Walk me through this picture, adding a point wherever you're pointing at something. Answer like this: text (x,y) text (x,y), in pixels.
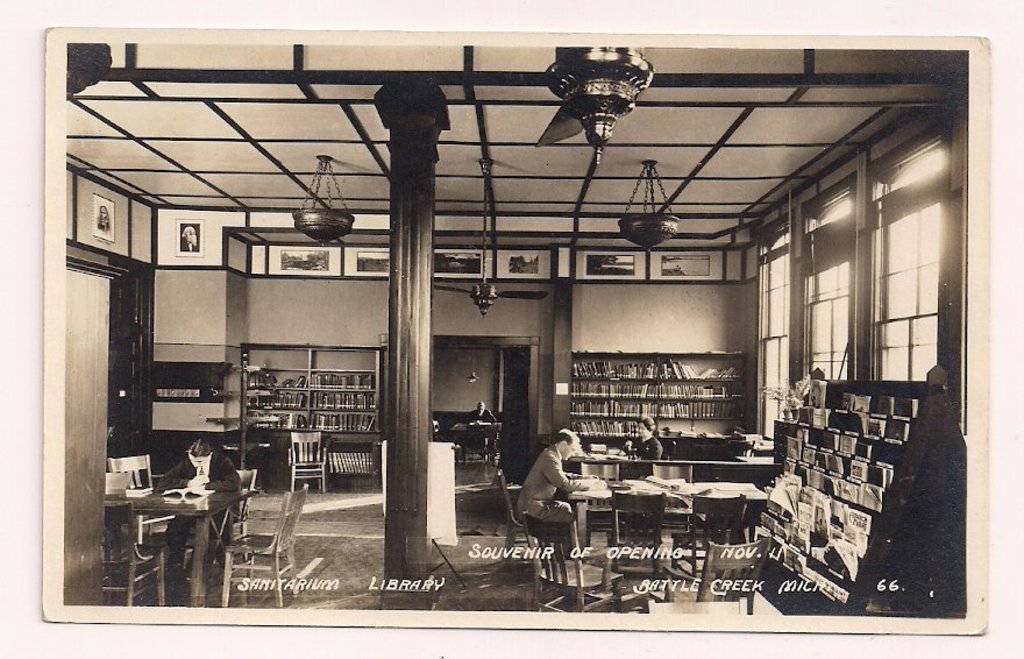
It is a black and white picture. Here we can see wall (506,302), ceiling (532,189) with fan (519,297), pillars (409,425), chairs (294,517), tables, shelves (773,544) with books (799,534), glass window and photo frames (112,242). Here we can see few people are sitting on the chairs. At the bottom (477,560), there is a floor (480,601) and some text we can see. The borders of the image, we can see white color.
